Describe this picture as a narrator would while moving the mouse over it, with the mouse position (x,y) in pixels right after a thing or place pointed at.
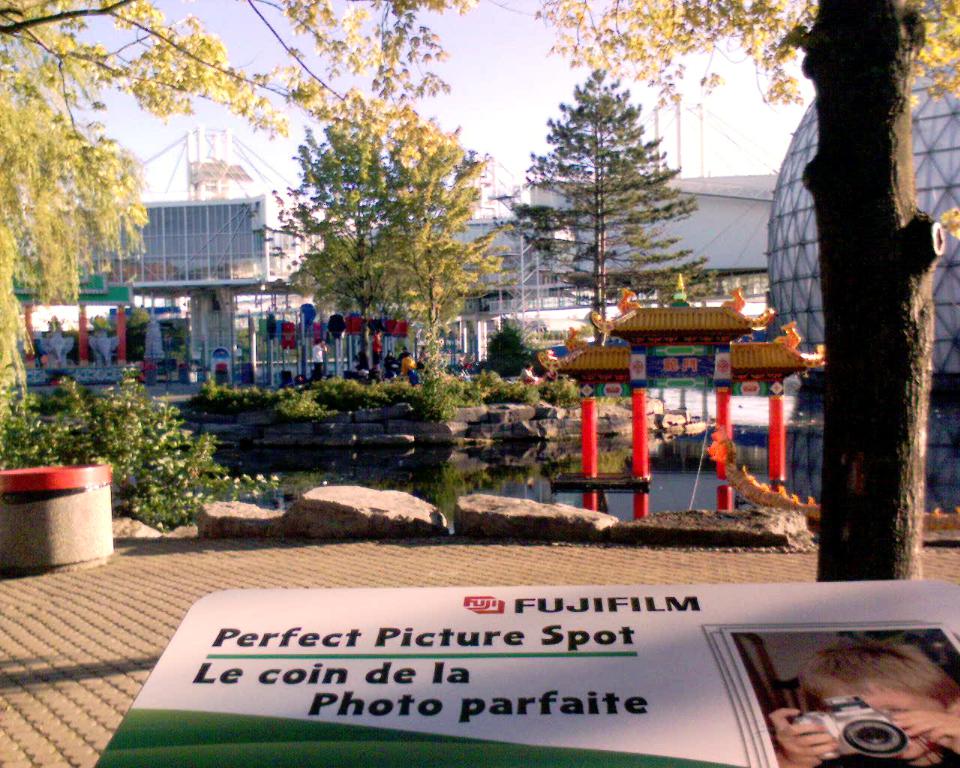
In the front of the image (707,636) there is a board (591,636). In the background of the image (807,546) there are rocks (759,526), plants (206,454), trees (70,239), buildings (478,347), boards (277,334), pillars (778,433), water (664,487), sky (468,47) and objects (625,357). Something is written on the board (351,667). On the board (438,653) there is a picture (931,749) of a person (932,748) and camera (858,743).
